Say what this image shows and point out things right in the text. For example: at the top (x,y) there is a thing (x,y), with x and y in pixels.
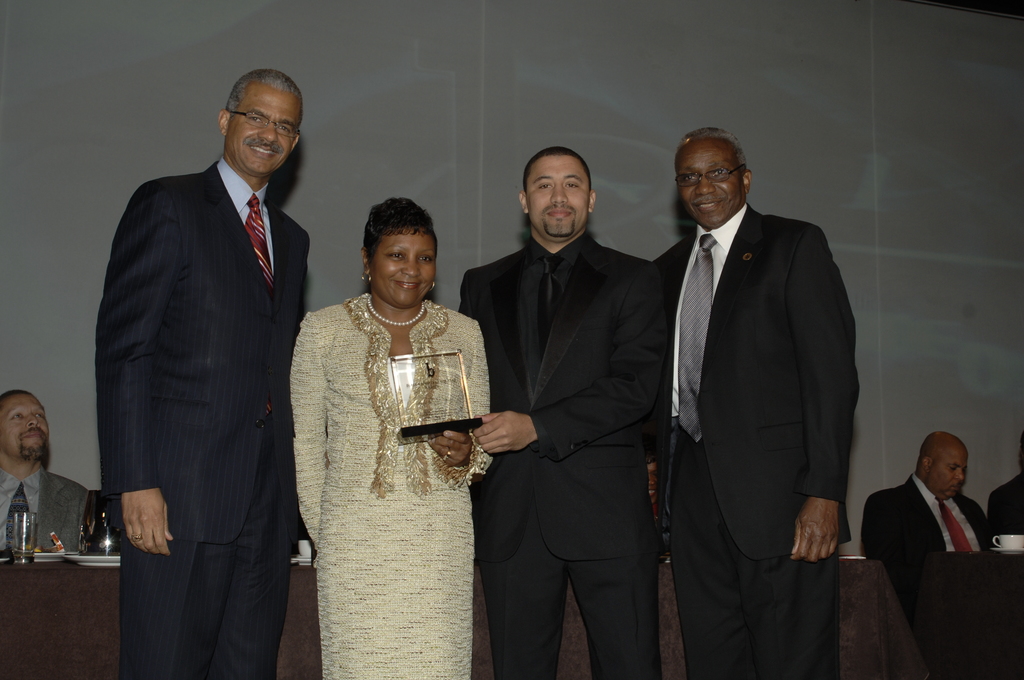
In this image I can see people (225,224) where few are sitting and few are standing. I can also see most of them are wearing formal dress (577,393) and here I can see two of them are holding an object (445,424). I can also see smile on few faces (247,147).
